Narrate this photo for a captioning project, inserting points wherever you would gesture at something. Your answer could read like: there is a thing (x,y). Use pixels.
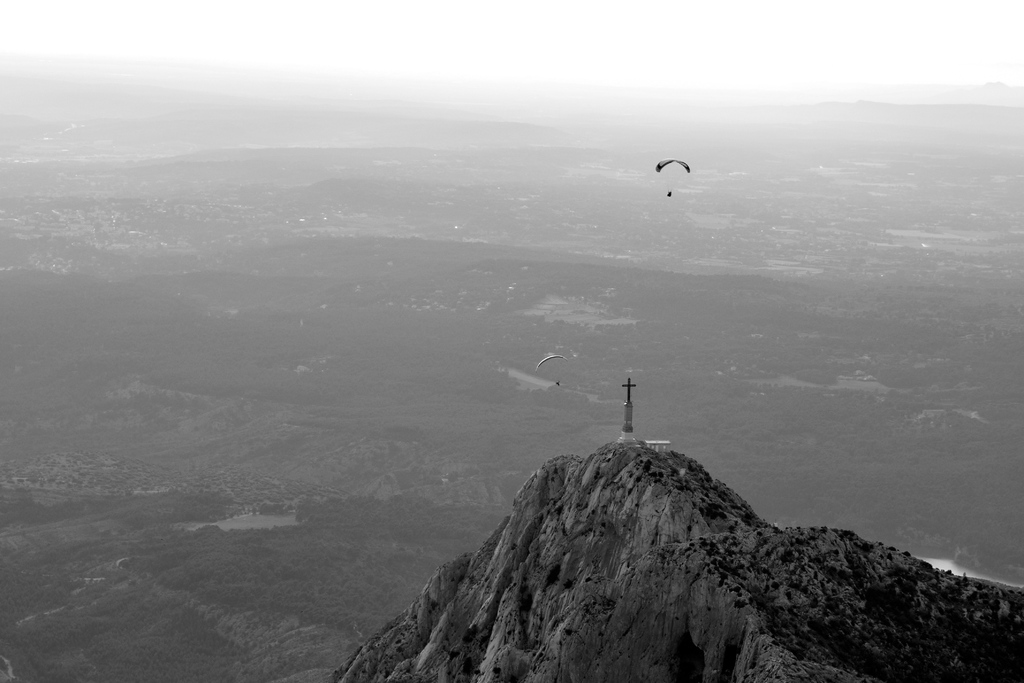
In this image we can see mountain (659,579) on which there is holy cross statue (630,408) there are two persons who are doing paragliding and in the background of the image (445,192) we can see aerial view of an area (697,201) which has some trees (131,276), buildings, mountains (484,109), water ponds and clear sky (270,29).
